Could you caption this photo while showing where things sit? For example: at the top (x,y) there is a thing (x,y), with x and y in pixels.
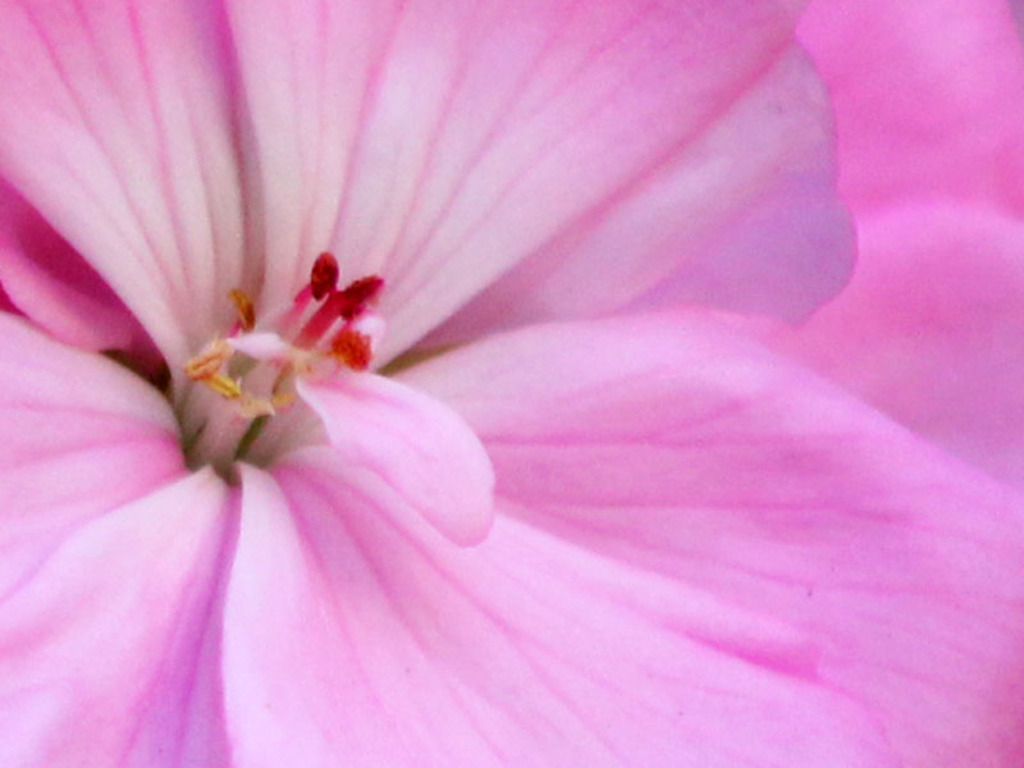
In this image, we can see a flower (775,488).
